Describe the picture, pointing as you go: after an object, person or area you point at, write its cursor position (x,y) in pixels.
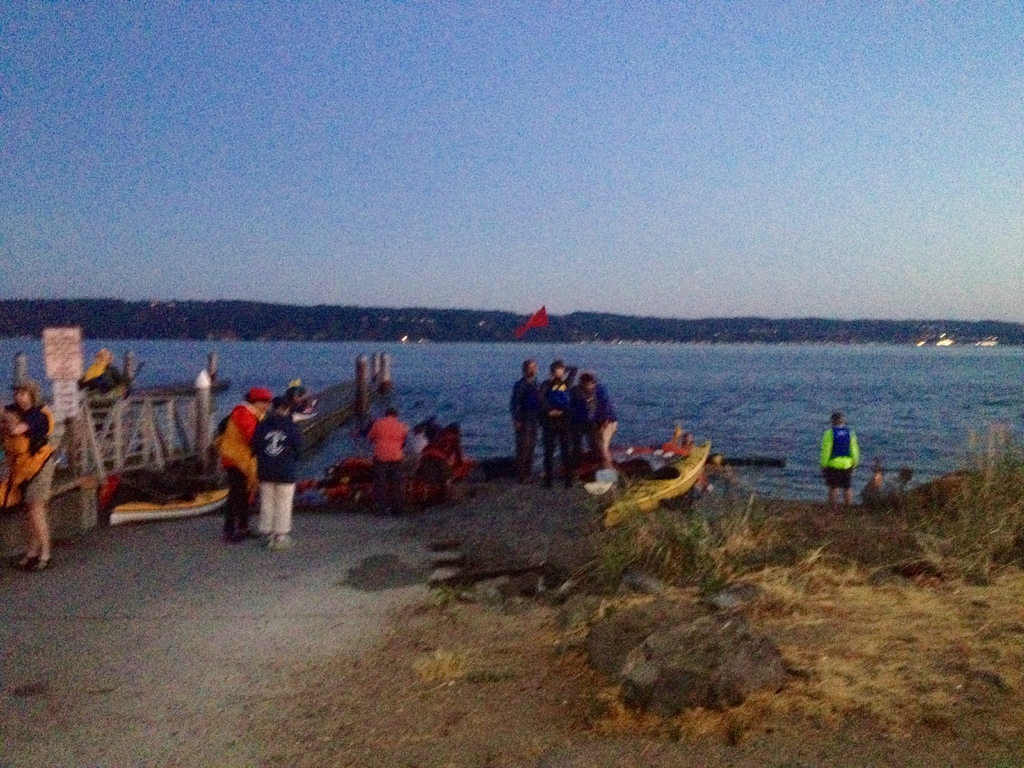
There are persons (394,495) on the road (465,502). Beside this road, there are persons (402,463) on the boats (646,470), which are on the water (787,452) of the ocean (1016,354). In the background (345,339), there is a hill (149,320) and there is a blue sky (259,173).
